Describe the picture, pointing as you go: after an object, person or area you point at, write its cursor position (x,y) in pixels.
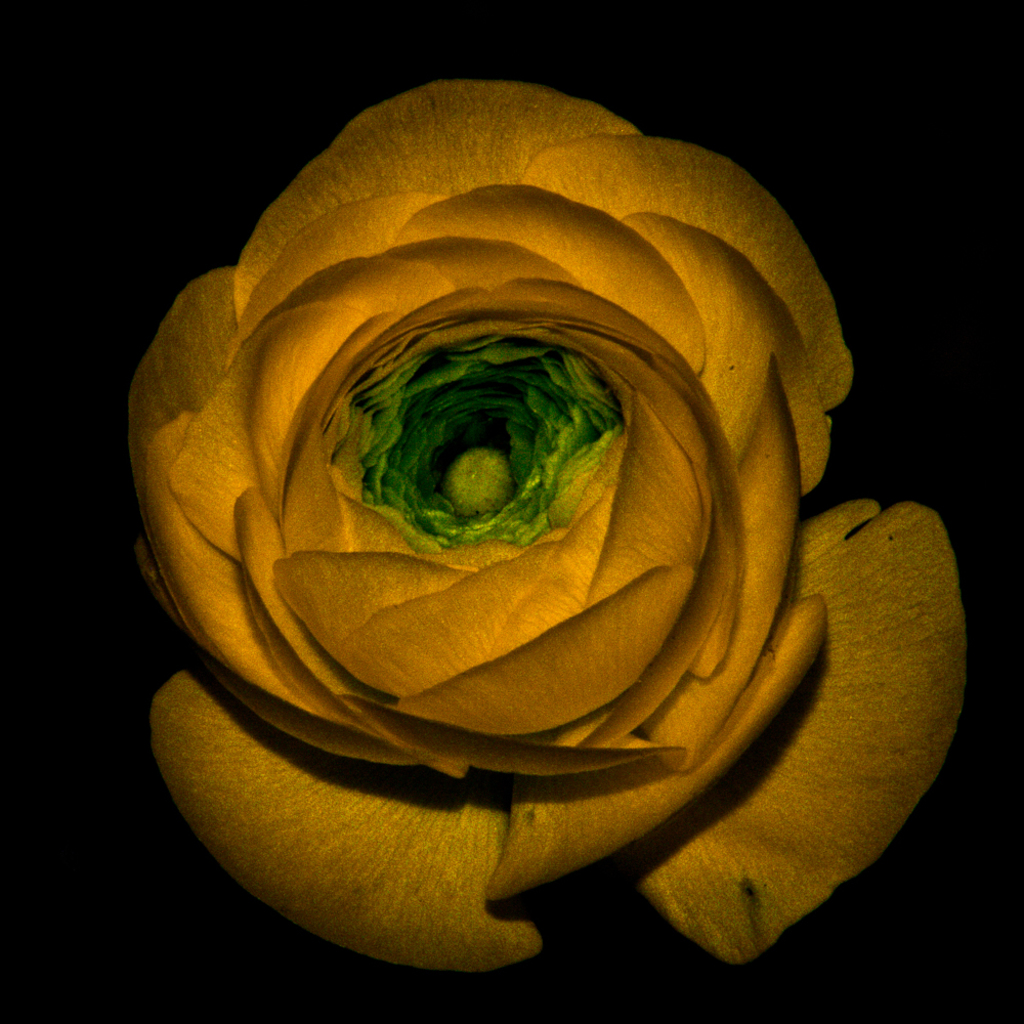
In this image there is an object (541,683) which is yellow and green in colour.
